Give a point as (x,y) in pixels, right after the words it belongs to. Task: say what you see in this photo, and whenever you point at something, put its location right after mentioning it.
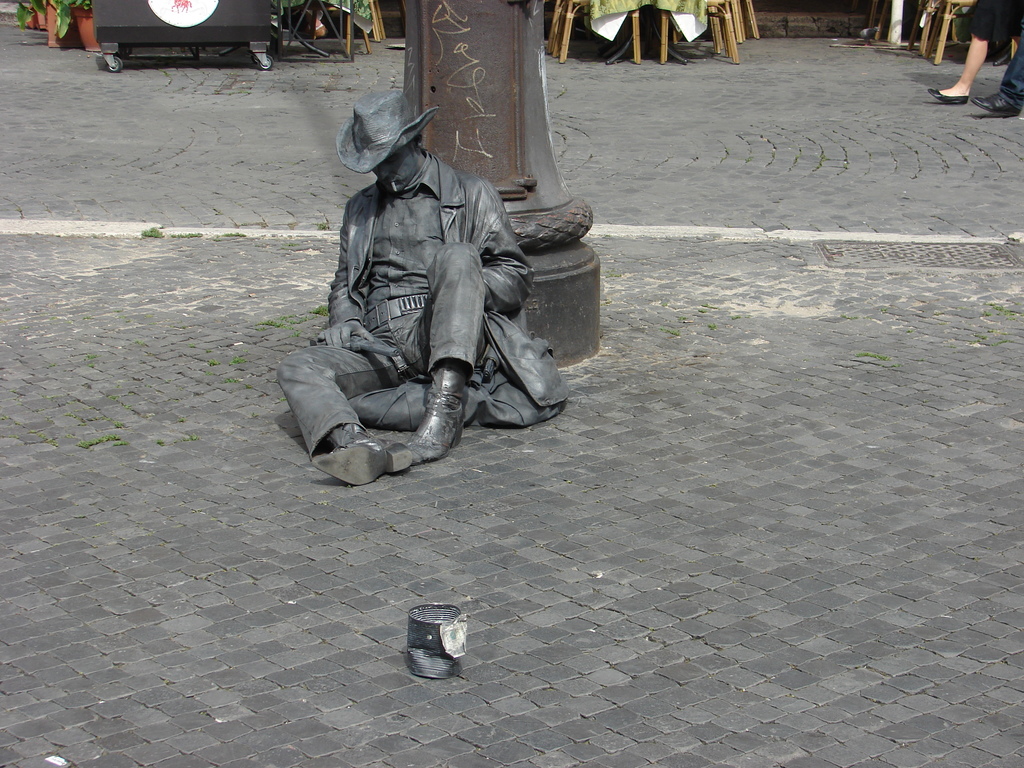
In this picture we can see a statue (384,356) of a person (326,382) on the ground (201,315), in front of this statue (384,358) we can see a tin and in the background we can see people legs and some objects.
